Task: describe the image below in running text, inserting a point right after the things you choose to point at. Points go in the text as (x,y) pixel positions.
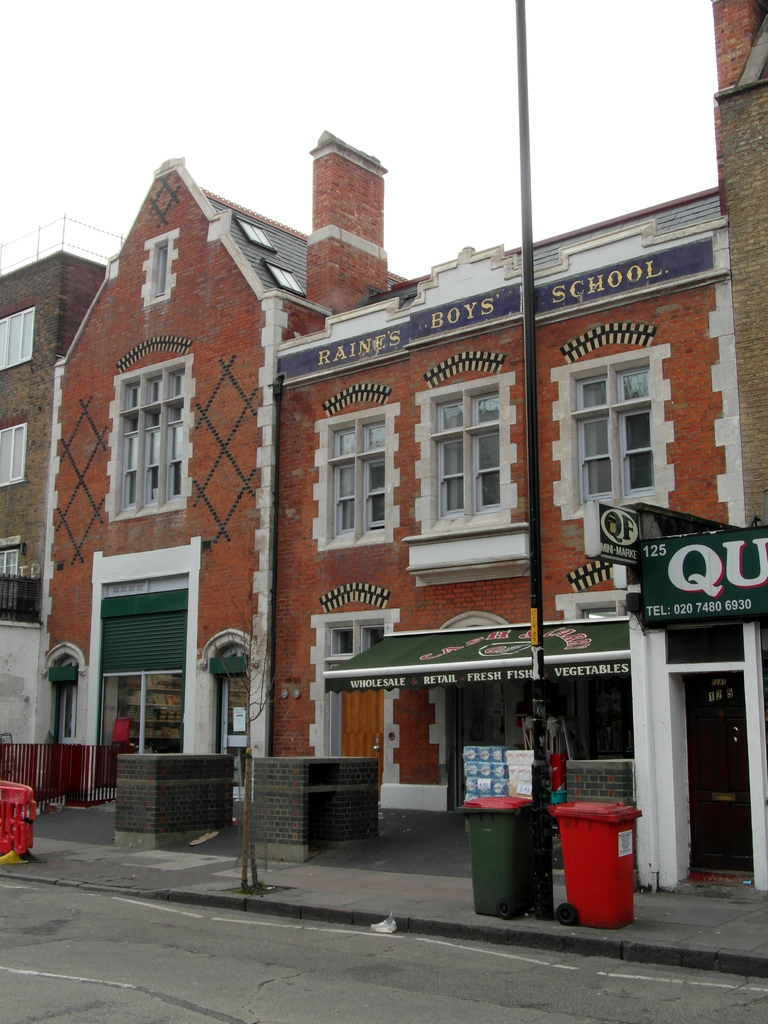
In this picture we can see the road (336,1004), bins (631,860), poles (536,527), fence (36,781), shutter (163,639), sun shade (373,646), name board (697,566), buildings (145,576) with windows (125,403) and in the background (480,65) we can see the sky (383,62).
